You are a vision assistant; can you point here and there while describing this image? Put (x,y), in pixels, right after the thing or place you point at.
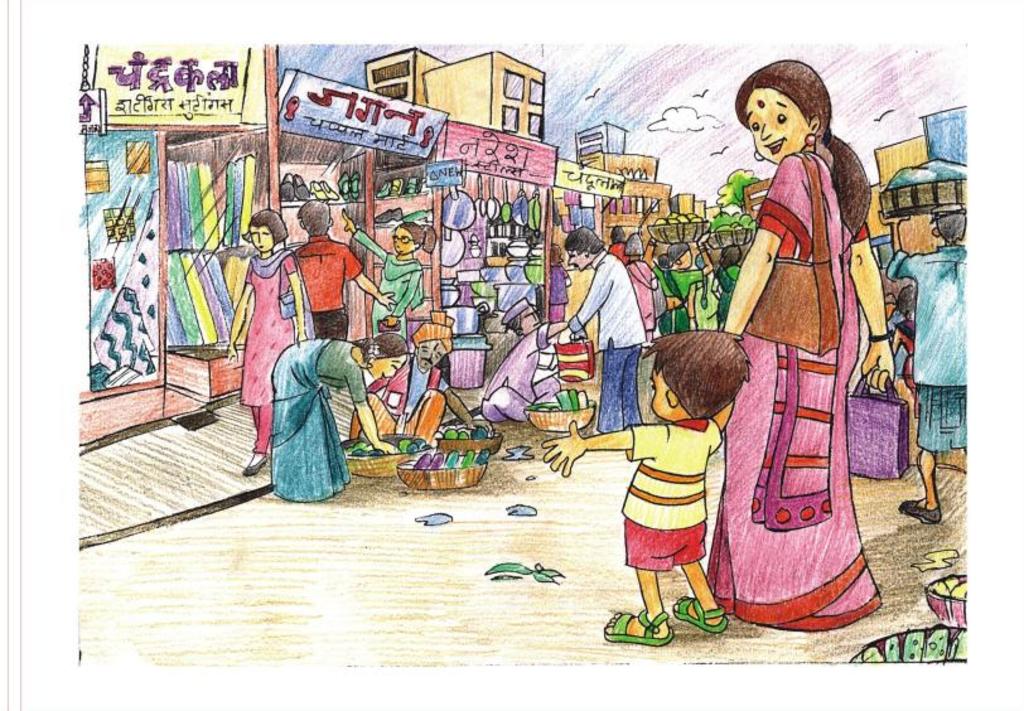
This is a painting. In this picture we can see the stores (170,358), buildings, text (194,108), vessels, containers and some people (515,419) are standing and some of them are carrying bags (584,346) and some of them are holding the containers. At the bottom of the image (430,568) we can see the ground (530,636). At the top of the image (677,115) we can see the birds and clouds (696,116) are present in the sky (714,140).
